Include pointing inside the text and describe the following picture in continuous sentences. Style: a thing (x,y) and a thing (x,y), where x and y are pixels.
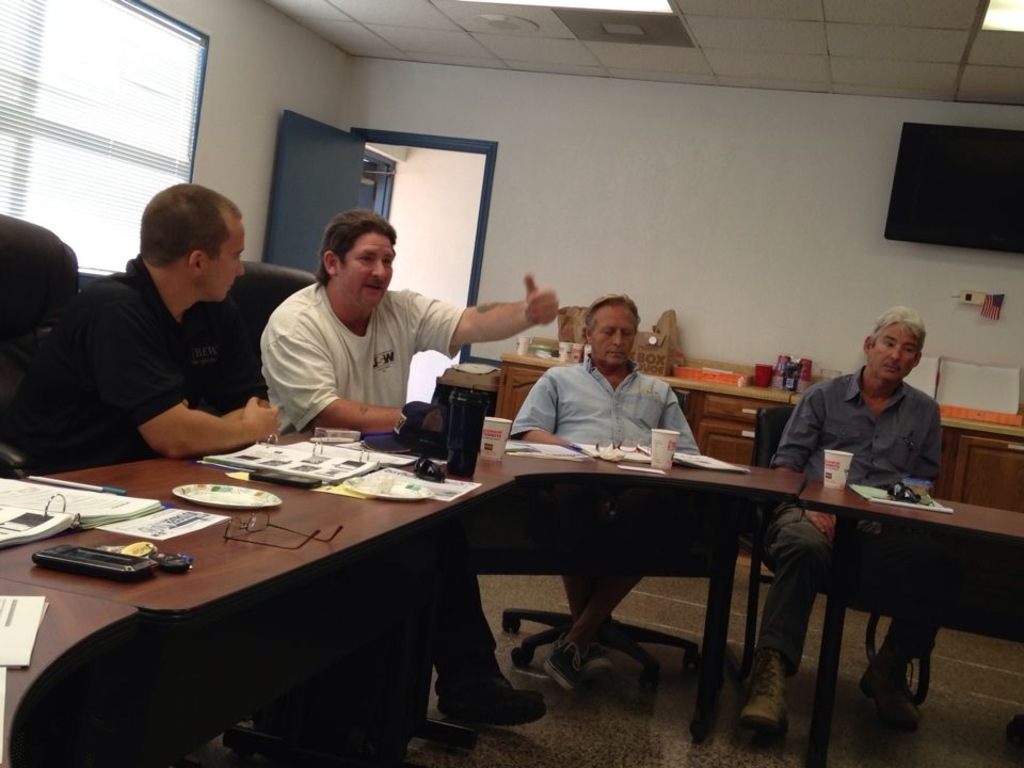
In this picture we can see some people (317,343) are sitting on the chair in front of them there is a table (144,639) on the table (136,632) we have books (78,503) cups (493,452), some papers (512,448), phones (123,564) and spectacles (241,526) back side we can see the wall (495,249) one television (913,186) is fixed to the wall (866,216) and one door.
